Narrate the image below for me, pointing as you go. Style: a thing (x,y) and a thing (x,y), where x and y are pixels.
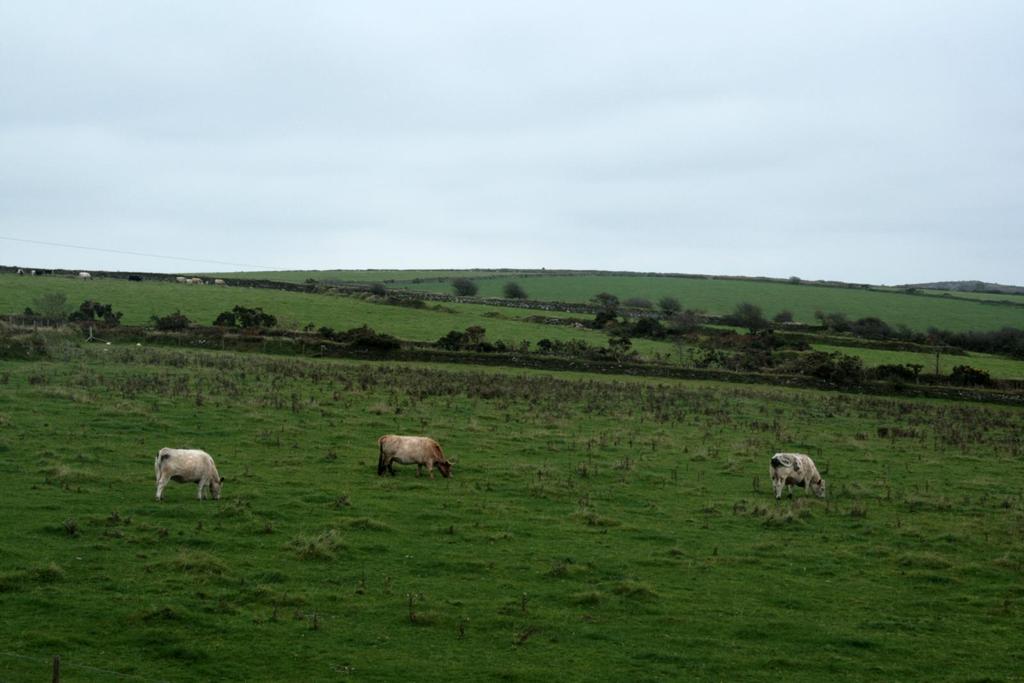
In the center of the image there are cows (776,471) eating grass (537,527). In the background of the image (988,341) there are trees (109,311). At the top of the image (555,145) there is sky (413,175).
